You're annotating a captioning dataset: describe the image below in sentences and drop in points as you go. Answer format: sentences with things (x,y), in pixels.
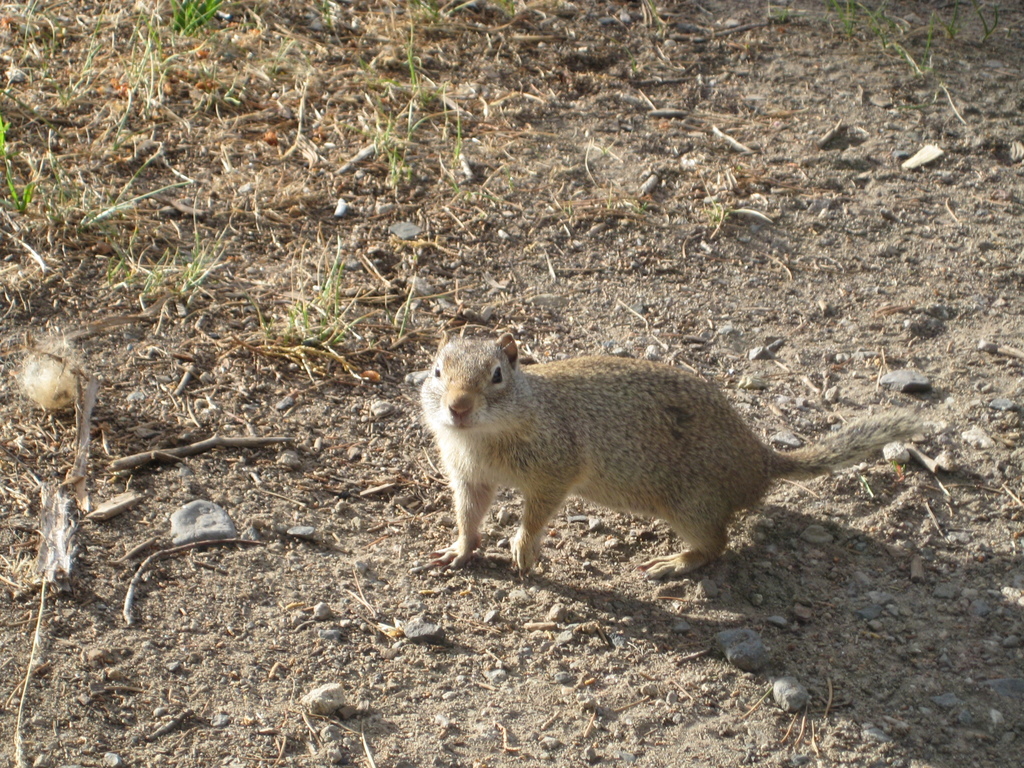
In the middle of the image (637,485) there is a squirrel (640,466).
